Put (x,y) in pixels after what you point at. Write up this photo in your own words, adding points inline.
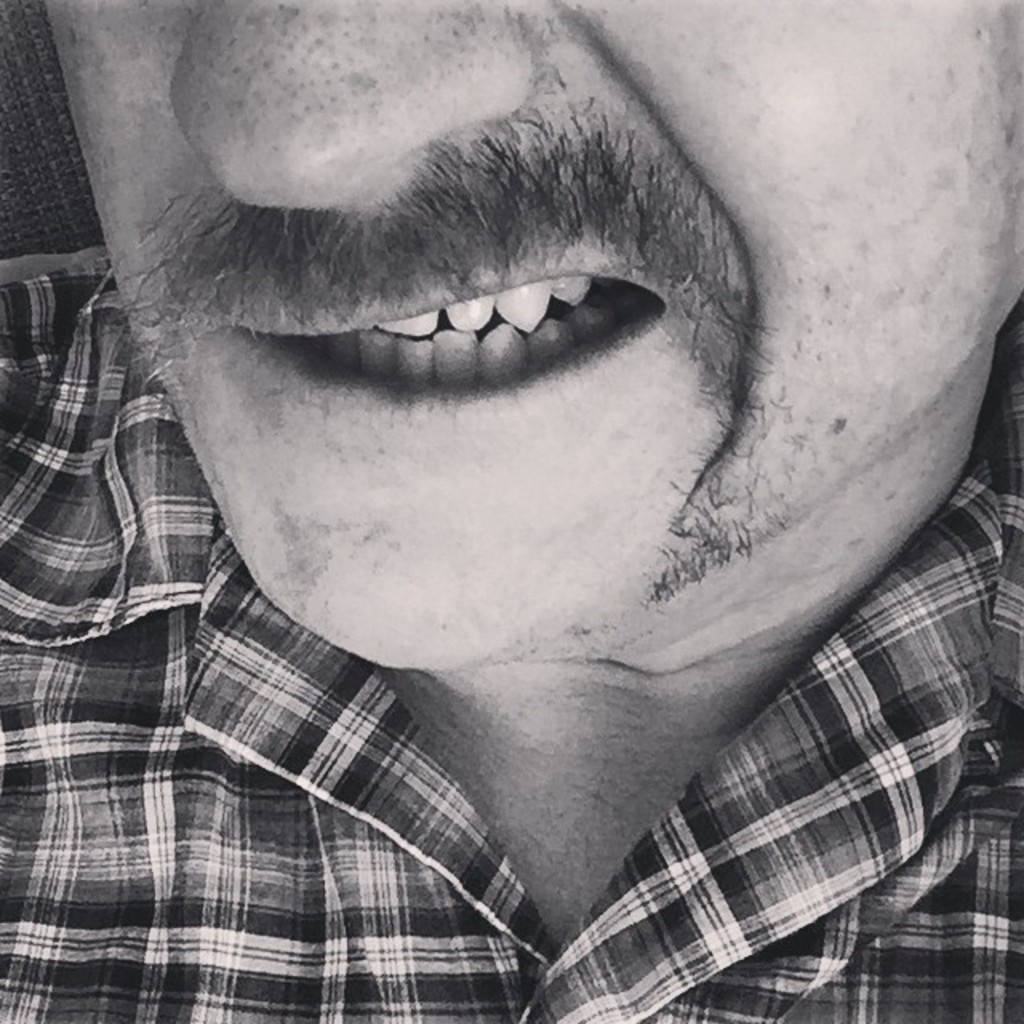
This is a black and white image. This image consists of a man's face (624,587). He is wearing a checkered shirt (290,878).
